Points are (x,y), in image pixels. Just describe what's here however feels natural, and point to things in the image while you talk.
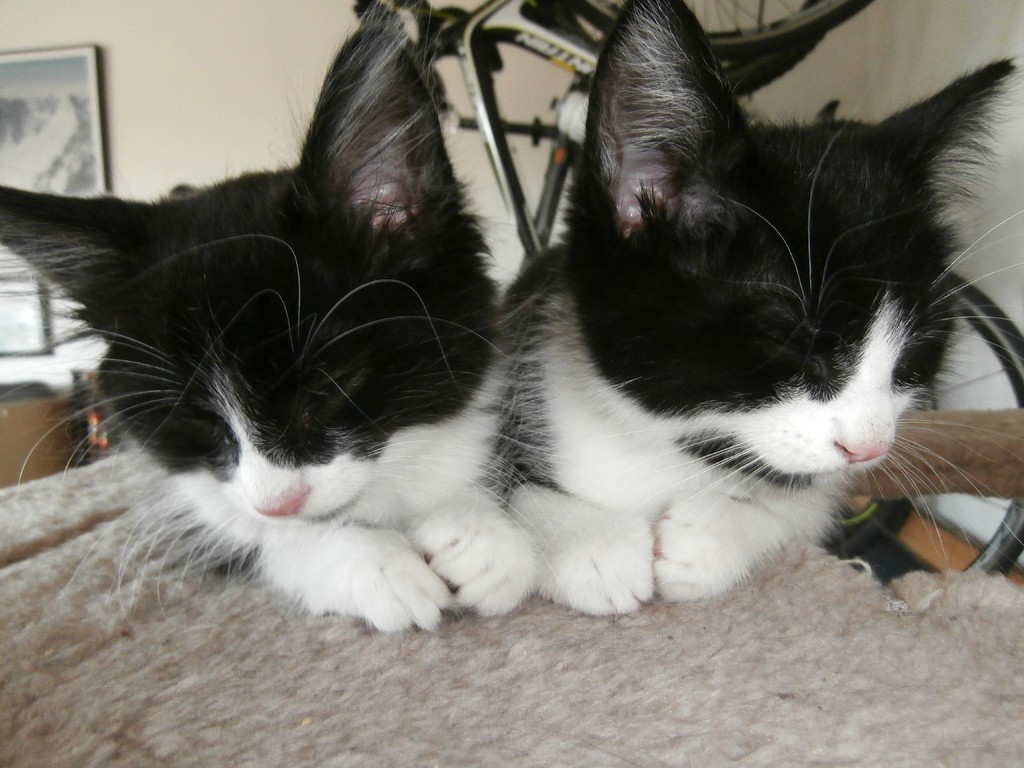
In the foreground of this image (327,475), there are two cats (594,506) on the mat (567,695). In the background (256,107), there is a wall (200,79), few frames (28,325) and a bicycle (560,37).
